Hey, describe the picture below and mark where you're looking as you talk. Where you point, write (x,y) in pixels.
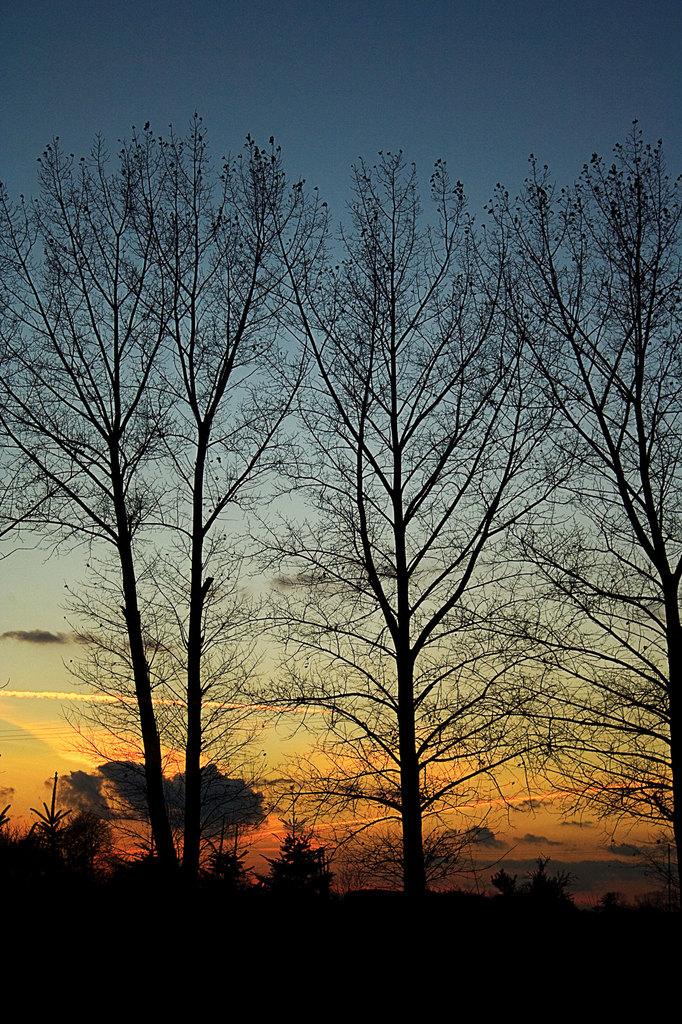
In this image there are some trees (144,353), at the bottom (235,876) there are some plants (121,874) and in the background (552,134) there is sky (72,203).
